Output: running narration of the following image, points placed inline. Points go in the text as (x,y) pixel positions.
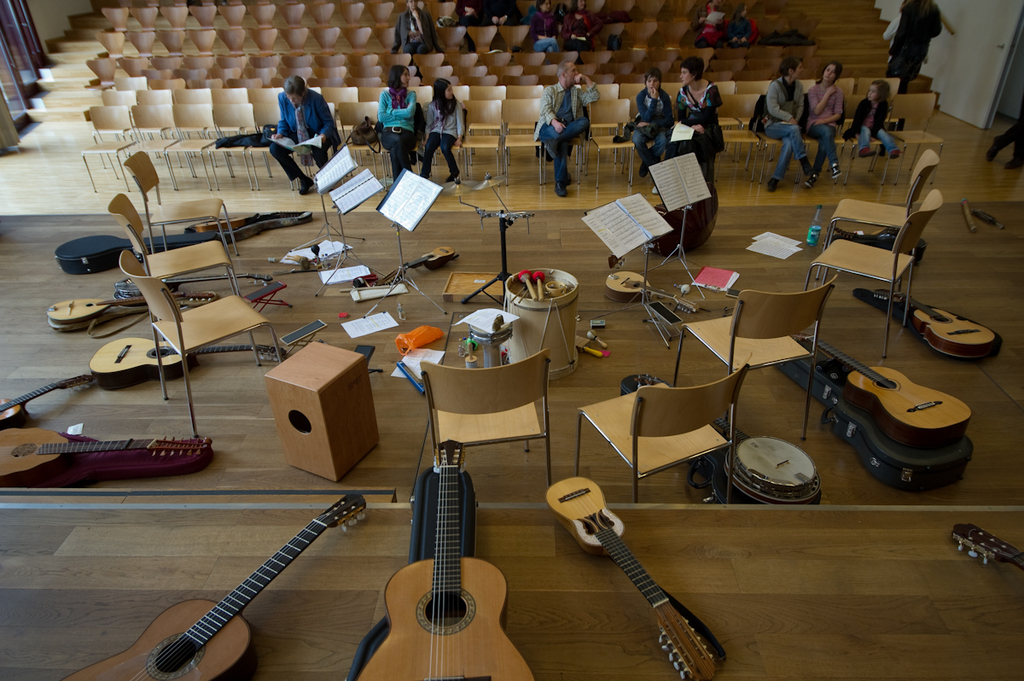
In this picture we can able to see guitars (941,406), chairs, musical drum (555,323) with sticks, papers (476,312), book stand (644,270), bottle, plastic cover (405,337) and cables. Front there are chairs (603,71), on this chairs (761,75) persons (822,114) are sitting and there are bags (359,126) on this chair (351,139).
